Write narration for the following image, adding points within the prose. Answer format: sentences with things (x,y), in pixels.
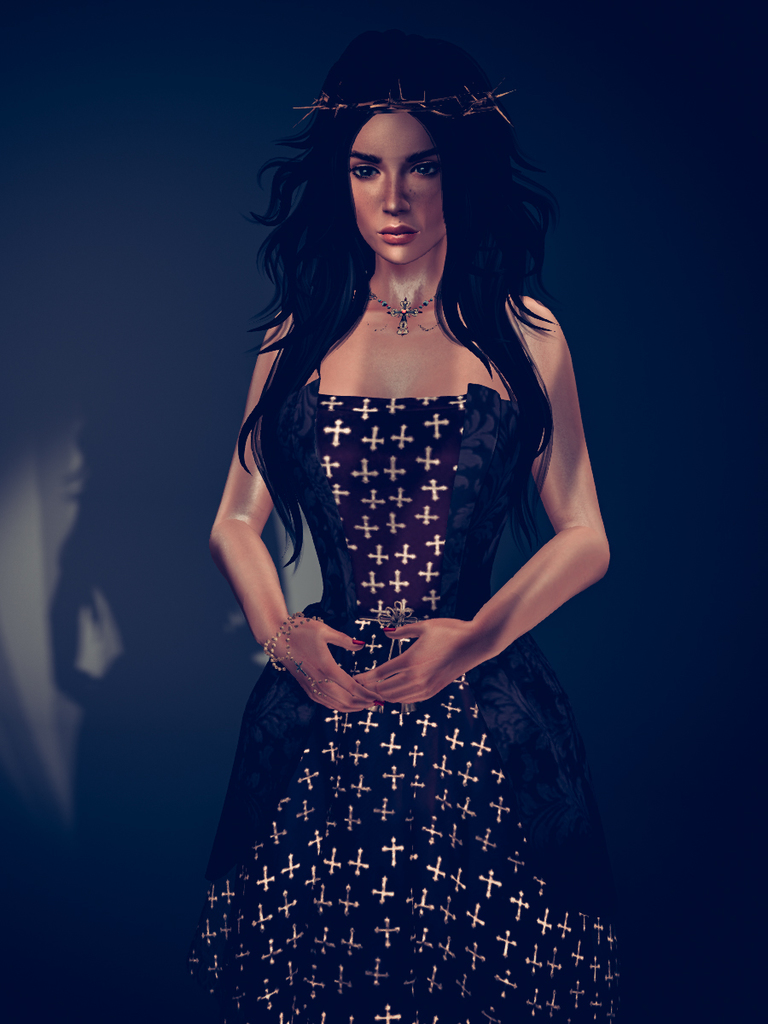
This image is a cartoon. In this image we can see a woman (512,233).
